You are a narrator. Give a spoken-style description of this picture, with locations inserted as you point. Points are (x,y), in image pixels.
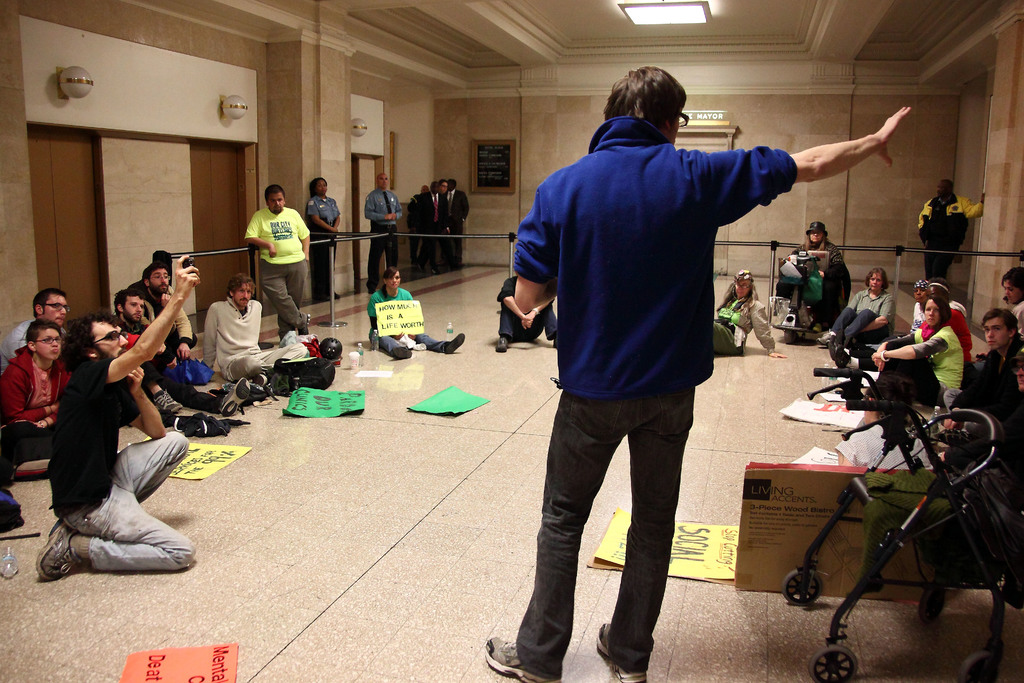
On the left side of the image (282,315) we can see some persons (330,225) are standing and some persons (146,380) are sitting. We can also see a person (117,408) is wearing a black color dress (91,471) is holding something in his hand (178,288) and some posters (235,457) are there on the floor (274,451). In the middle of the image (593,240) we can see a person (569,325) is standing and he is wearing blue color dress (588,275) and some persons (554,329) are sitting on the floor (793,354). On the right side of the image (740,336) we can see some persons (992,407) are sitting on the floor (347,318) and some posters (813,459) are there on the floor (826,441).
